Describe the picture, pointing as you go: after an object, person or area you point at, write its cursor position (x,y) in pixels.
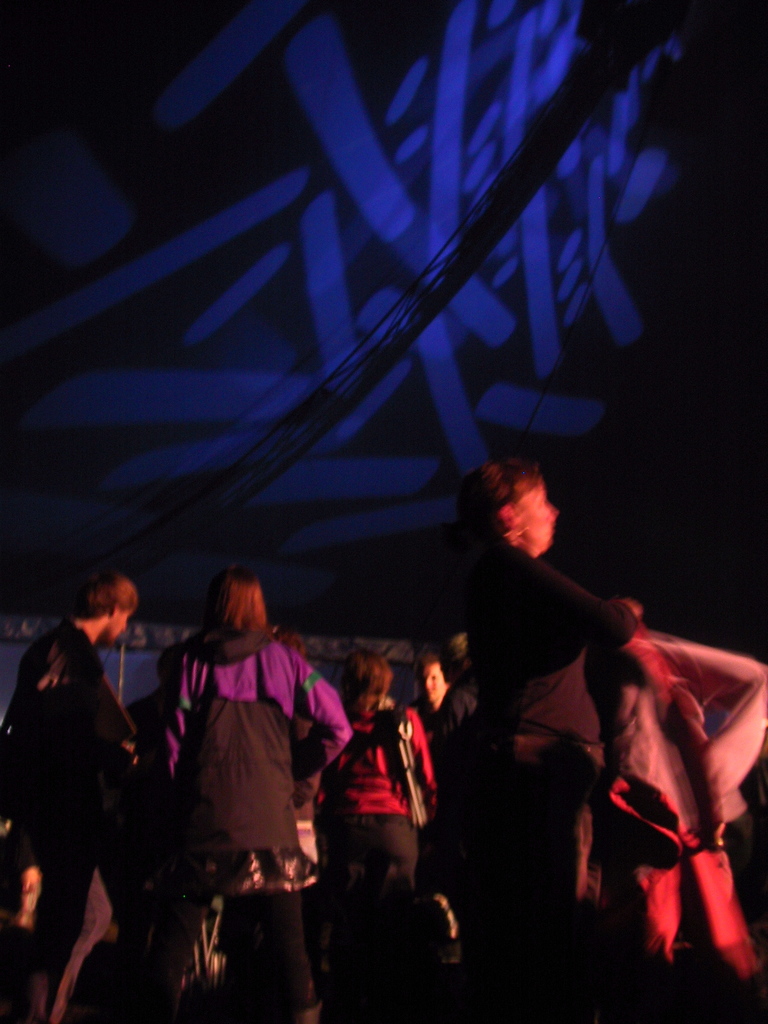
In this image there are a group of people (353,769) standing, and in the background (217,284) there is a wall (152,631) and some lights (156,389).
